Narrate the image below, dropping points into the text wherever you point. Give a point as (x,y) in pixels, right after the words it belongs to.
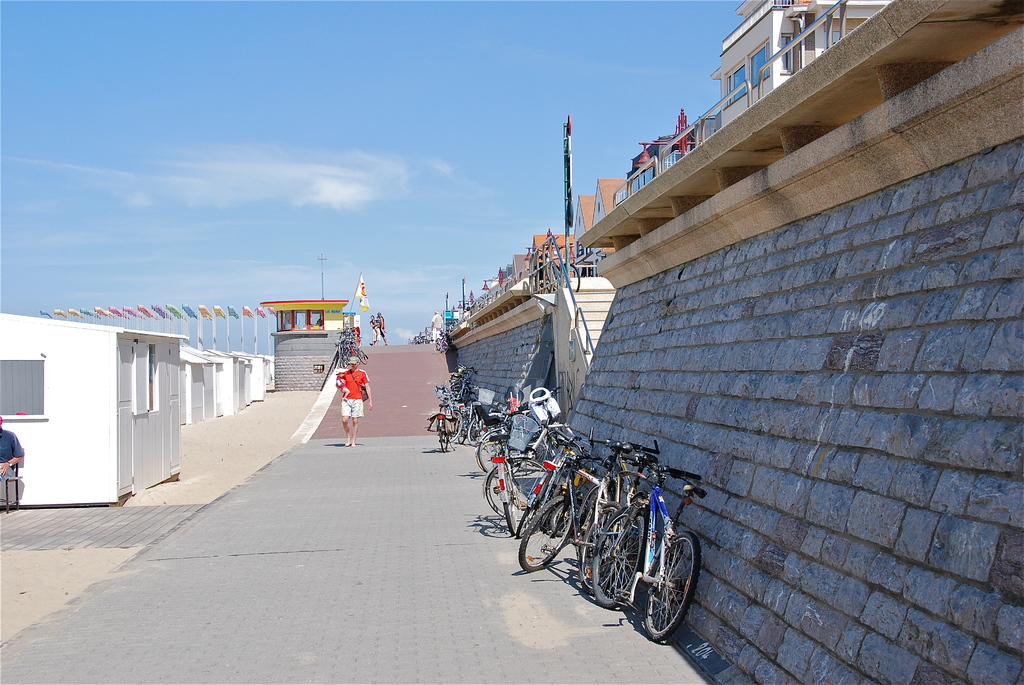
On the left side of the image (59,470) we can see sheds (197,354), flags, poles (270,328), a person (1,437) is sitting on a chair (13,480). In the center of the image (346,377) we can see some persons (353,402), bicycles (442,345), path (383,438). On the right side of the image (832,301) we can see wall (771,216), house (723,111), tower (566,174). At the bottom of the image (425,622) we can see the ground (414,606). At the top of the image (362,91) we can see clouds (337,174) are present in the sky (440,120).
